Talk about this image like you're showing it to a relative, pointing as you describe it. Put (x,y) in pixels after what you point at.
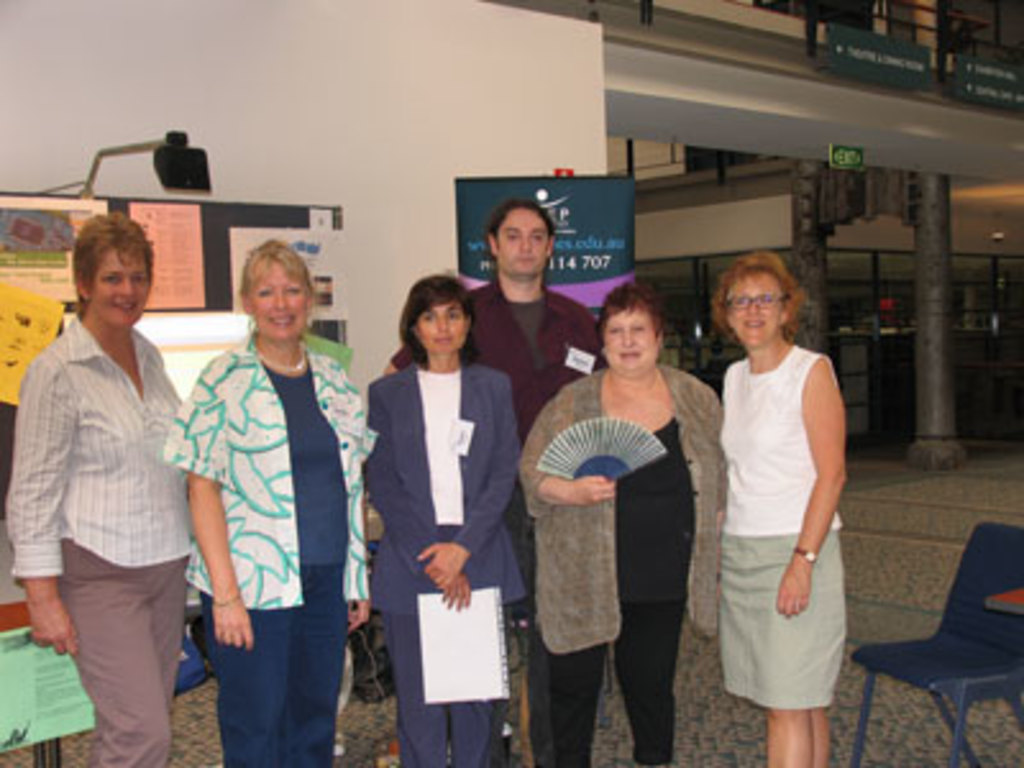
In this image i can see there are group of people (427,293) who are standing on the floor (878,721), on the right side (984,588) I can see there is a chair (982,629), a board (605,216) and white wall (394,97).
